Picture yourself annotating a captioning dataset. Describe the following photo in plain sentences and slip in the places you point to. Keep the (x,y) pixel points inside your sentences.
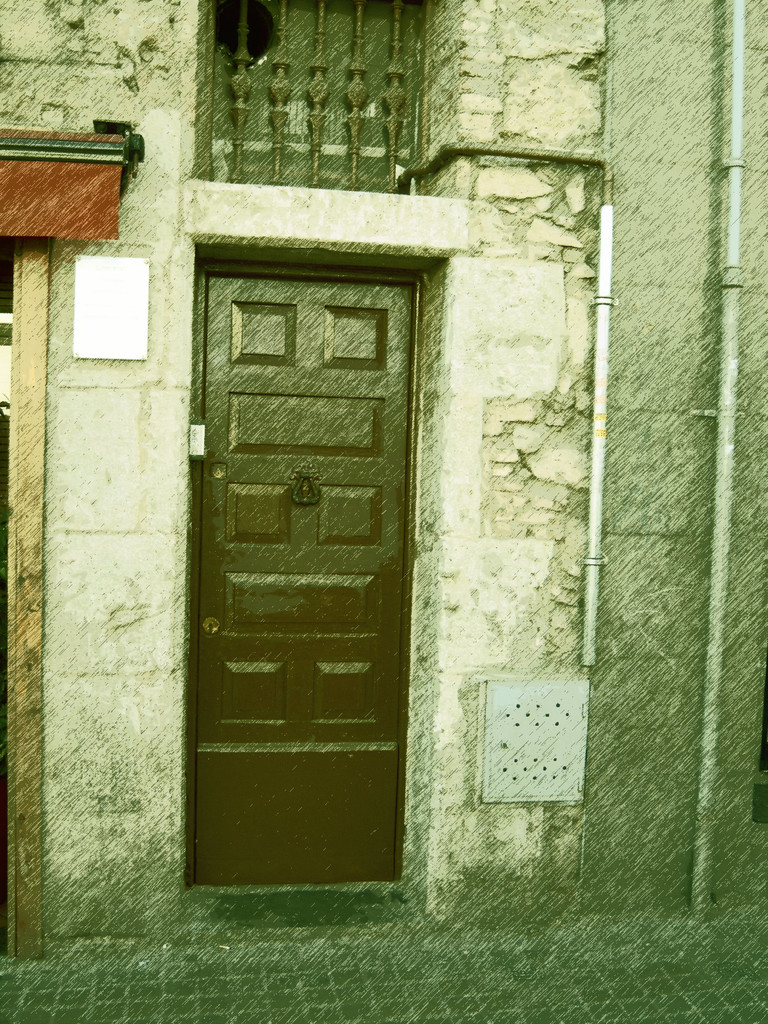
In the picture I can see the wooden door (320,296) of a house (539,528). I can see the pipelines (600,334) on the wall (671,307) of the building (578,402) on the right side (664,357).
